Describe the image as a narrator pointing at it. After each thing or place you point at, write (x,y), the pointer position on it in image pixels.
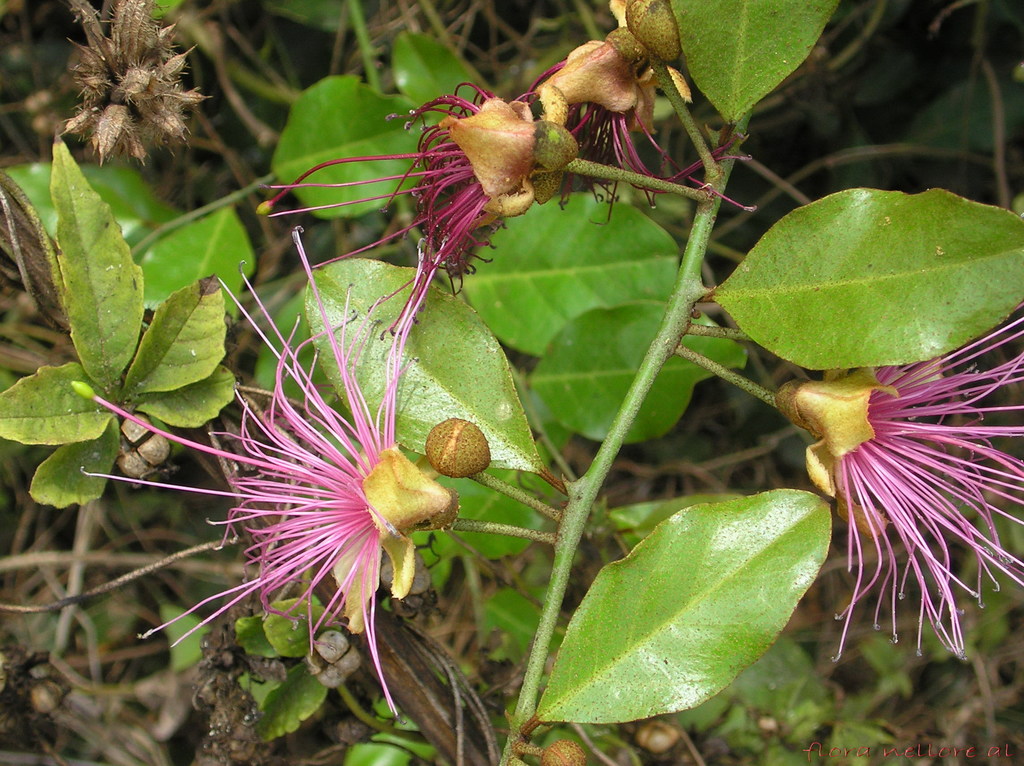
This image consists of a plant (569,662) to which, we can see flowers (315,497) and green leaves (805,516).
